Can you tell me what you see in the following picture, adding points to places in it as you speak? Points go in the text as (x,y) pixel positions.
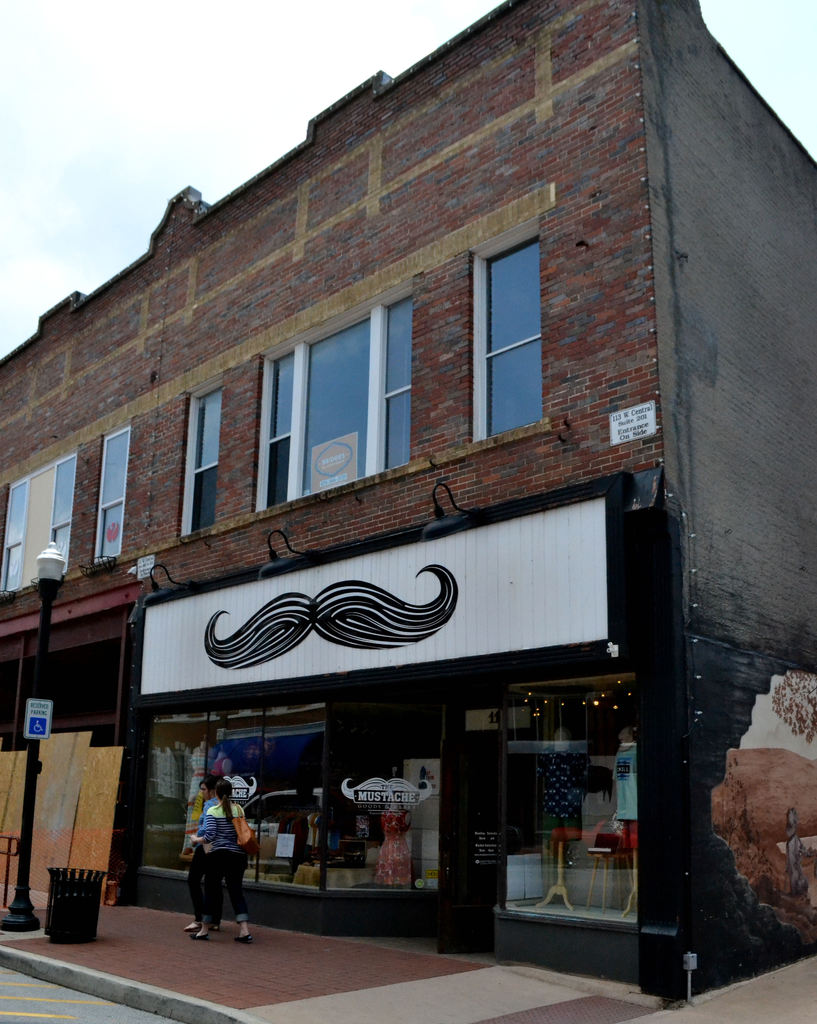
In this image we can see the building (321,353) with the glass windows (364,736) and also the graffiti (789,701) on the wall (772,812) which is on the right (738,810). We can also see the persons (211,882) walking on the path (201,989). Image also consists of a light pole (29,872) with the sign board (38,711). We can also see the trash bin (77,903). At the top (326,107) we can see the sky (379,15).
